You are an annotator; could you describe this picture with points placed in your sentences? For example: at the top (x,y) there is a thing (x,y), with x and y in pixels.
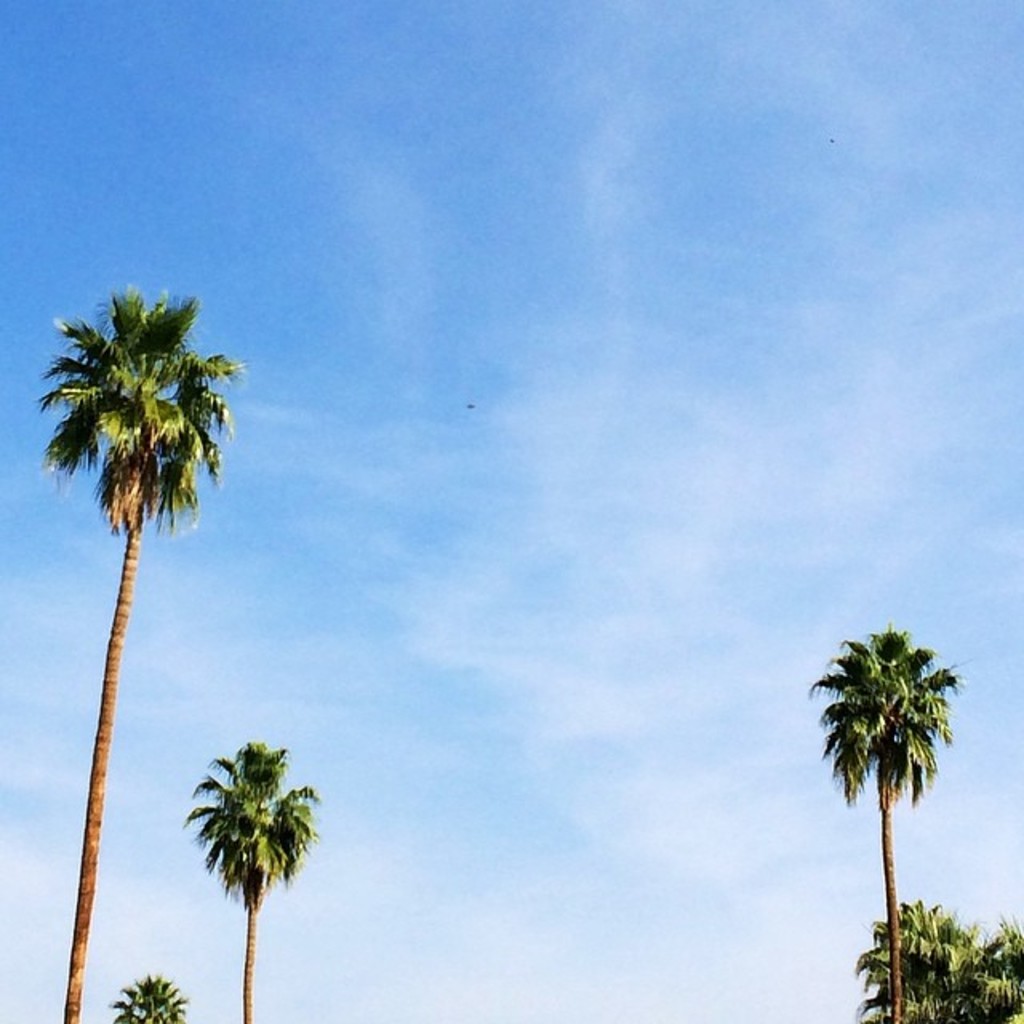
In this image, we can see trees (60,357) and at the top (370,254), there is sky (400,322).
